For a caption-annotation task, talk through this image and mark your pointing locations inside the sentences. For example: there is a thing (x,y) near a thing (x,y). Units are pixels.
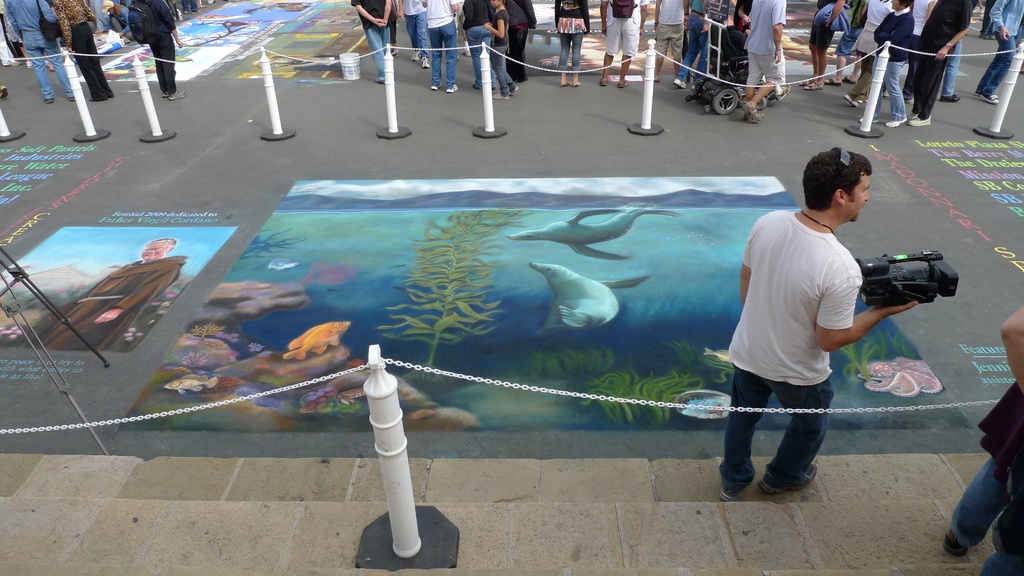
In the image I can see some paintings (319,268) on the road (452,105) and around there is some fencing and some people (668,10), among them a person (735,388) is holding the camera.
